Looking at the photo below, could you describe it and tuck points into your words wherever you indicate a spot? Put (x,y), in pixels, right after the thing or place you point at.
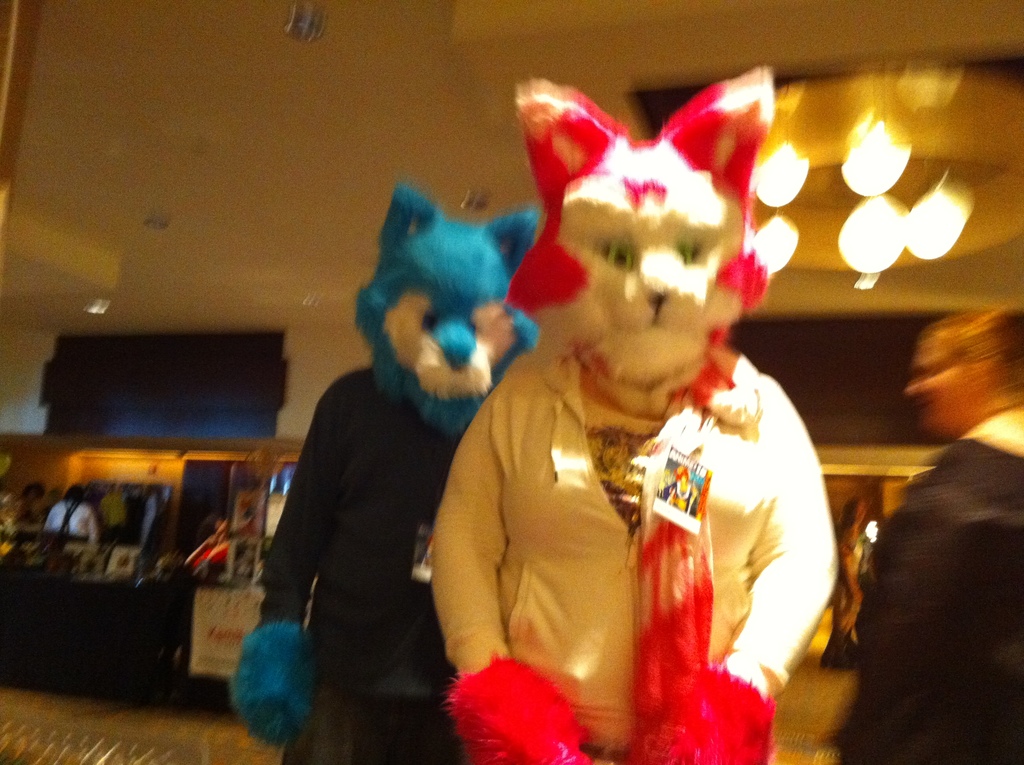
In the center of the image (510,453) we can see persons (459,555) standing and wearing masks (515,321). On the right side of the image (764,197) there is a person (986,443) and lights (771,225). In the background (312,383) we can see persons (32,497), tables (7,575), objects (231,555) and wall (296,371).
